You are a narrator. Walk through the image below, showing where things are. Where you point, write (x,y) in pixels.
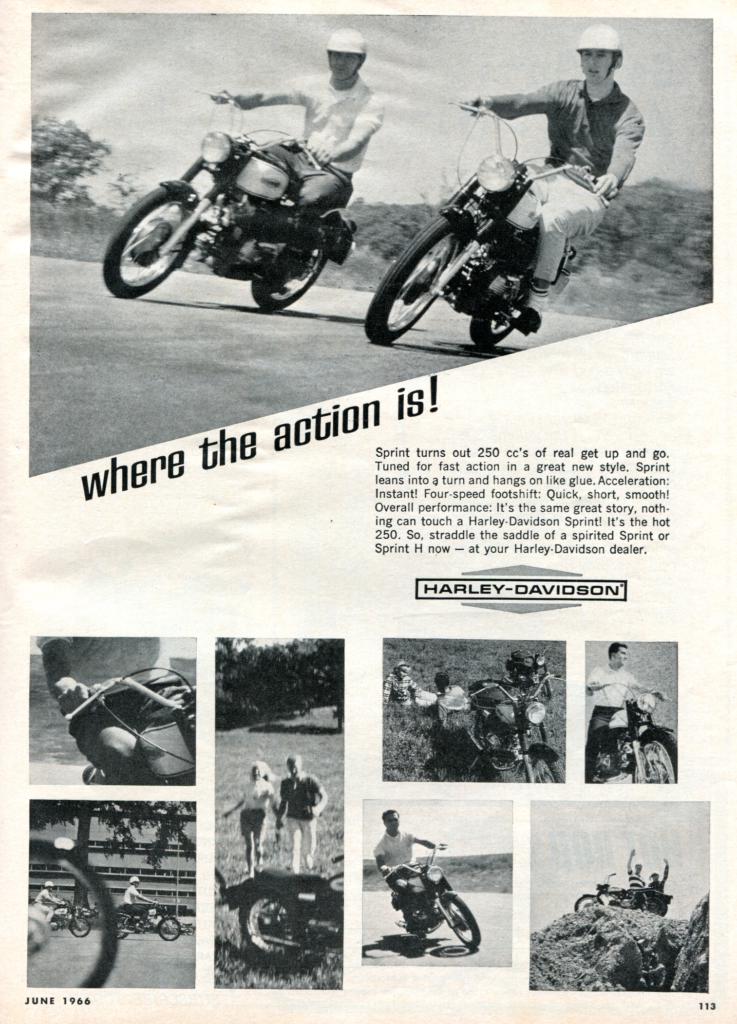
This picture is about a magazine page (680,329), in this few men (559,137) are riding a bike (316,238) and few are walking.
